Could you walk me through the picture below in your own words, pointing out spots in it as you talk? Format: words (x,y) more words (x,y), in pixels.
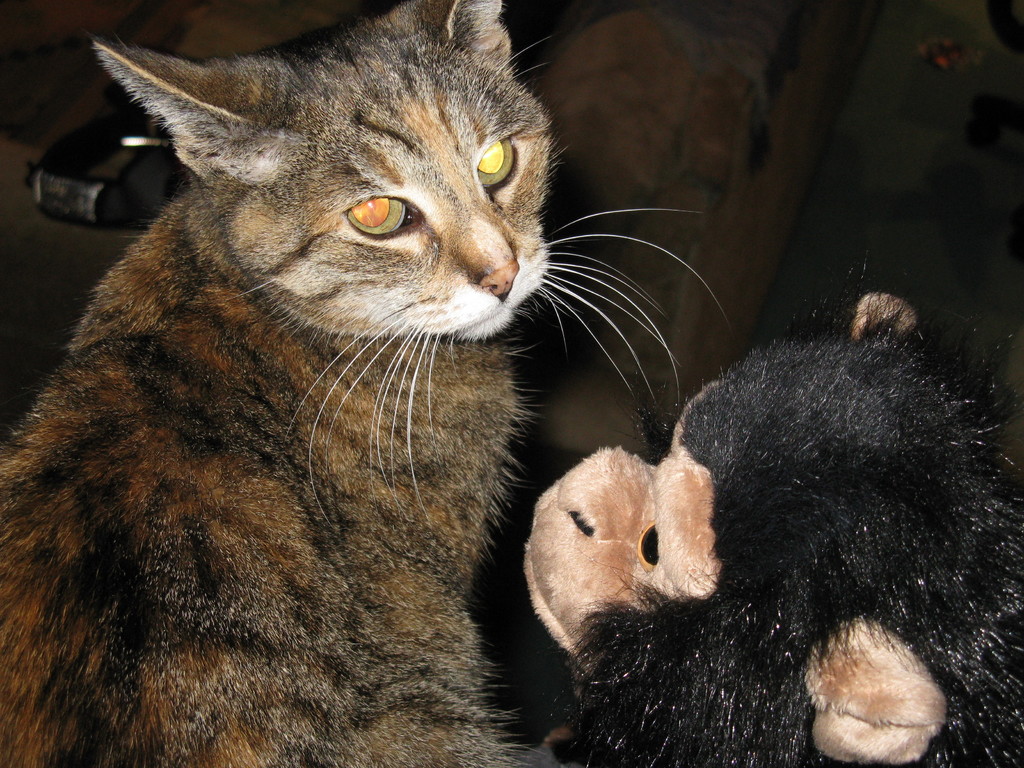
In this image there is a cat (407,476) and a toy monkey (624,597).
